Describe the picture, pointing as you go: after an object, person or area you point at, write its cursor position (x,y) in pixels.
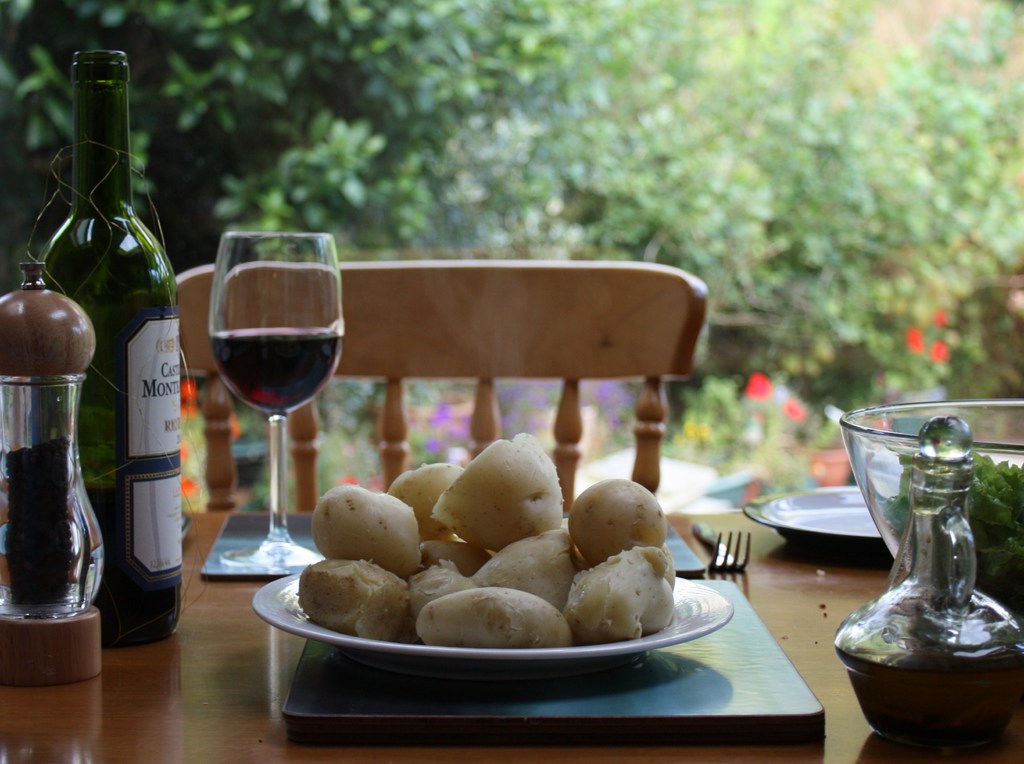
In this image, there is a wooden table (145,692). On top of the table (134,652), so many items (408,502) are placed. In the middle (573,335), we can see wooden chair (487,350). And the background (932,240), there is a tree (716,182) and flowers (747,386) we can see.
